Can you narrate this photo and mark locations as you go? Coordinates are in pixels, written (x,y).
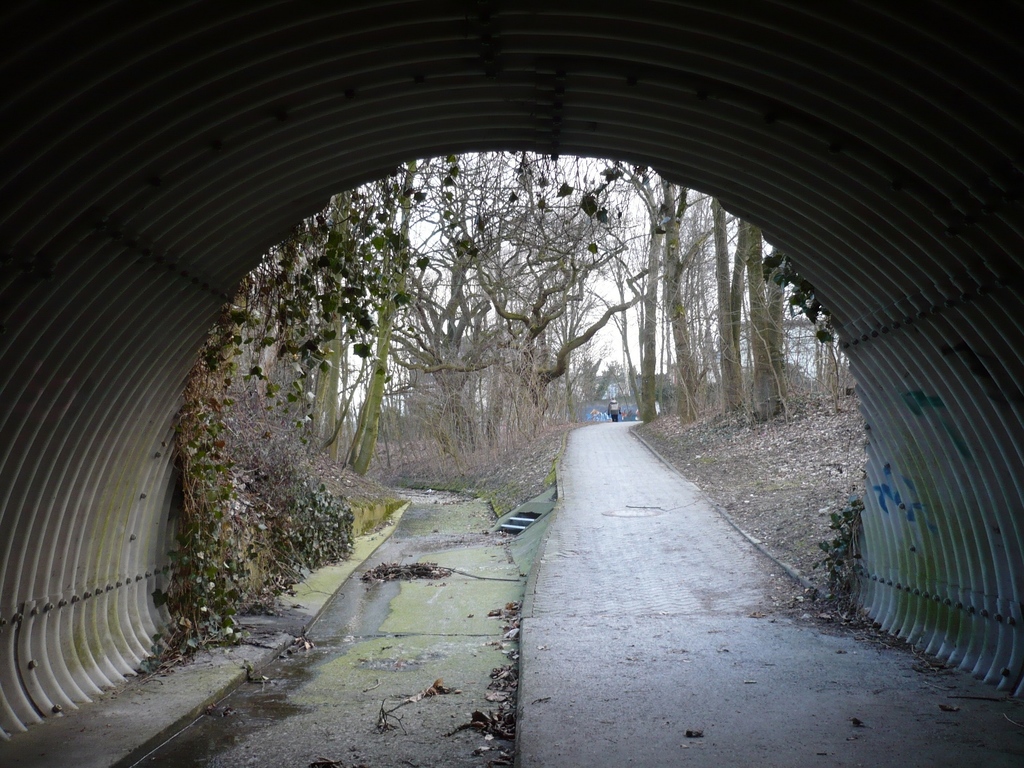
In this image we can see a tunnel (44,246), road (637,650), water (268,705), trees (632,303), dry leaves (384,466), a person (614,409) moving on the road (624,442) and the sky (609,322) in the background (597,360).
